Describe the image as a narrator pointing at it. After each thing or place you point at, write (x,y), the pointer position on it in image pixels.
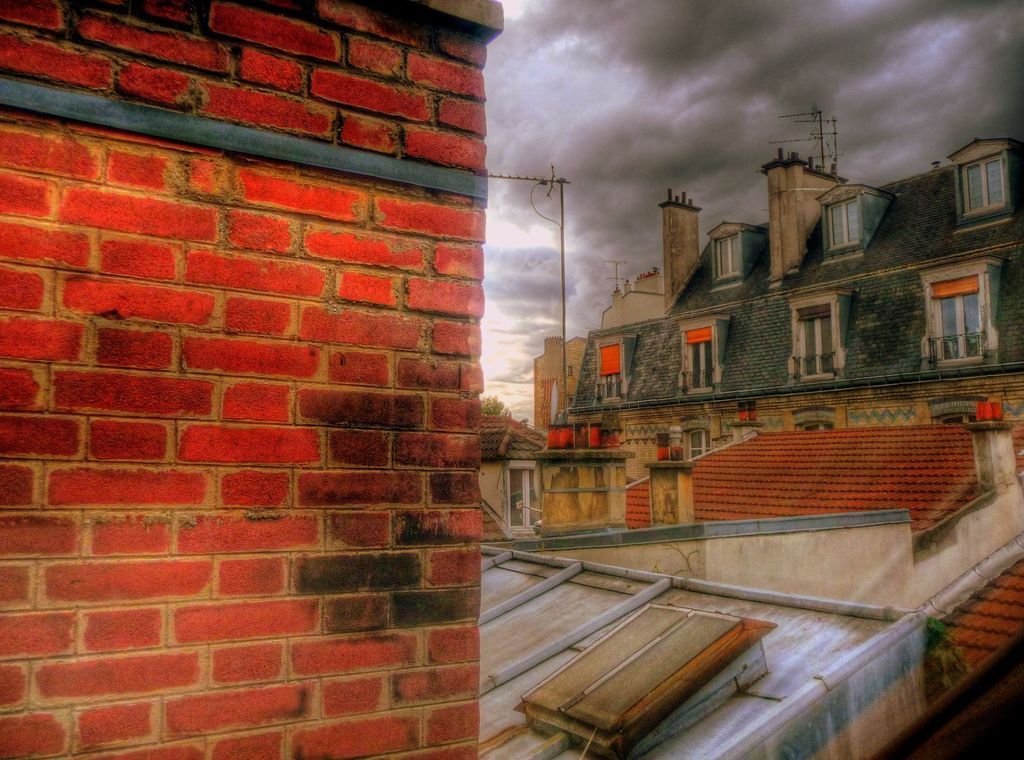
In this image we can see some buildings (696,588) with windows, there are some poles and the wall (360,431), in the background (626,186) we can see the sky (581,205) with clouds (668,124).
